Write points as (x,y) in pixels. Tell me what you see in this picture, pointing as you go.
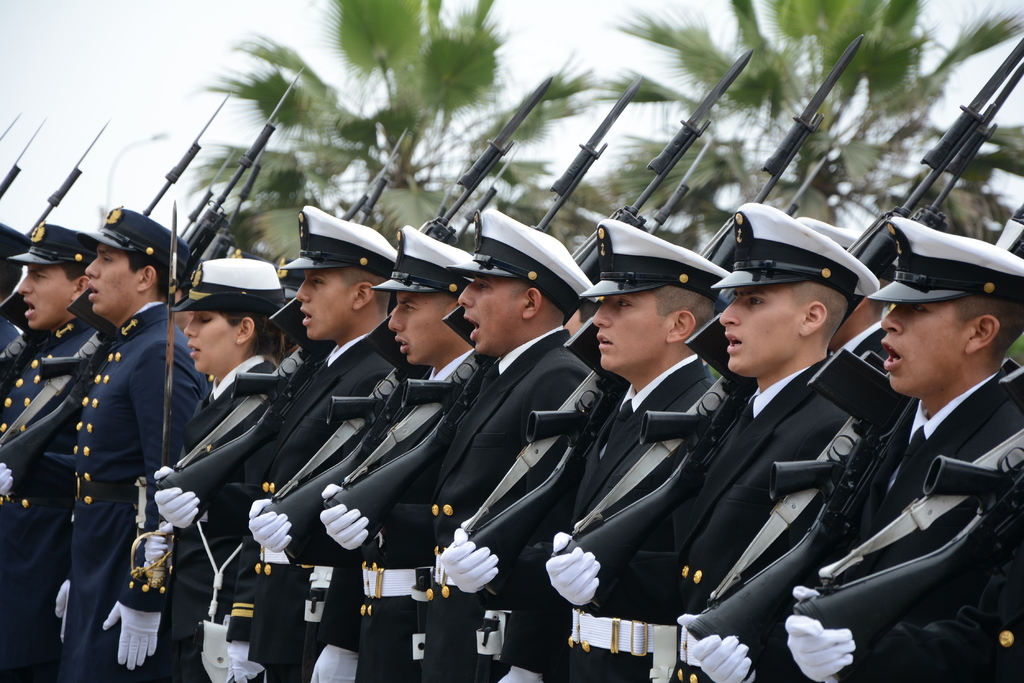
In this image we can see a group of people (812,404) are standing and holding the rifles (423,421). There are many trees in the image. There is a sky (134,59) in the image. A lady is holding a sword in the image.
